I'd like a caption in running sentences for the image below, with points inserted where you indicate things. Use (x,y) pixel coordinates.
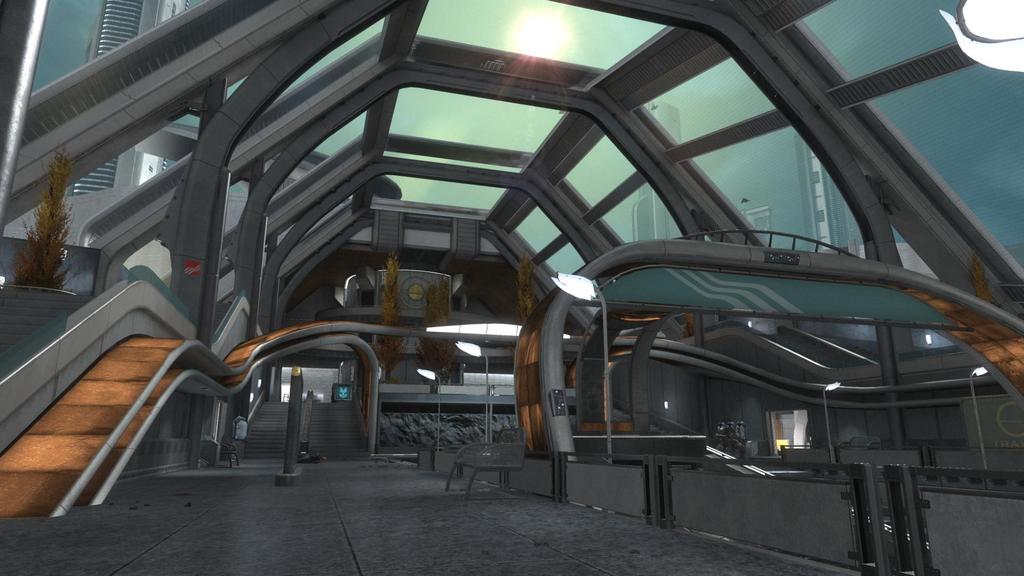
In the picture we can see inside view of the building (291,279) with poles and lights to it and some benches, stairs (20,310), plant (431,311) and from the glasses (101,189) we can see a part of other buildings (84,196).
